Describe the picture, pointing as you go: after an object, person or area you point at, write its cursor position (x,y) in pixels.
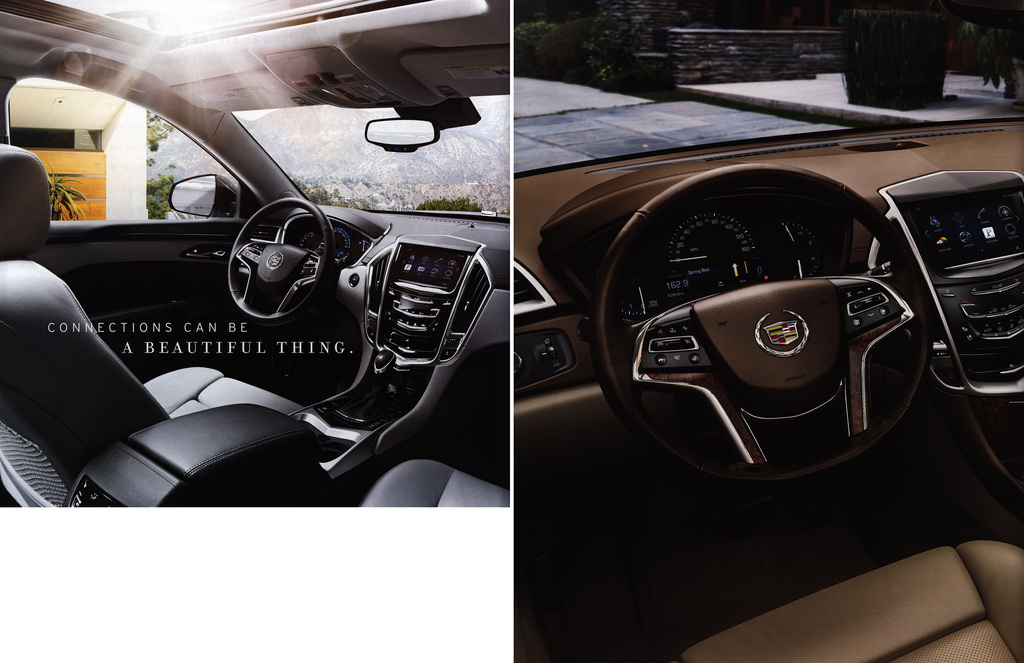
This is a collage image and here we can see inside view of vehicles (474,294) and there is some text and we can see steering (732,353) and some buttons (403,316) and there are mirrors (372,129) and through the glass (337,187) we can see a building (86,141) and some trees (325,193).
